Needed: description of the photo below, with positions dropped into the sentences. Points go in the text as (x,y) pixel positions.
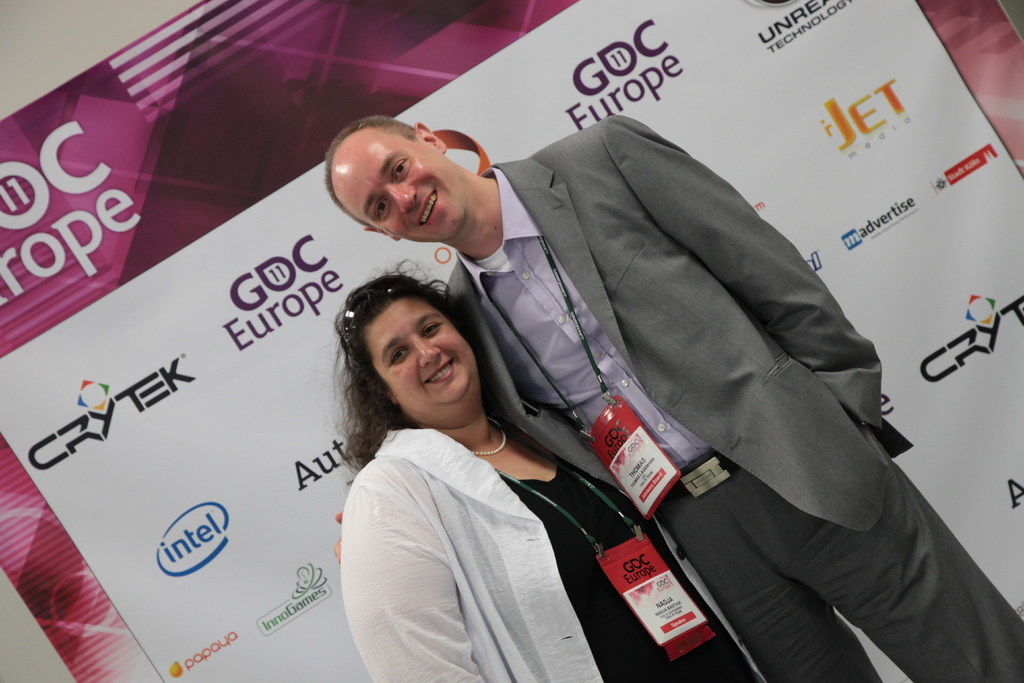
In this image, we can see a man (385,138) and a lady (609,533) standing and are wearing id cards (619,447). In the background (82,307), there is a board (79,350) and we can see some text (159,399) and logos (166,388) on it.
